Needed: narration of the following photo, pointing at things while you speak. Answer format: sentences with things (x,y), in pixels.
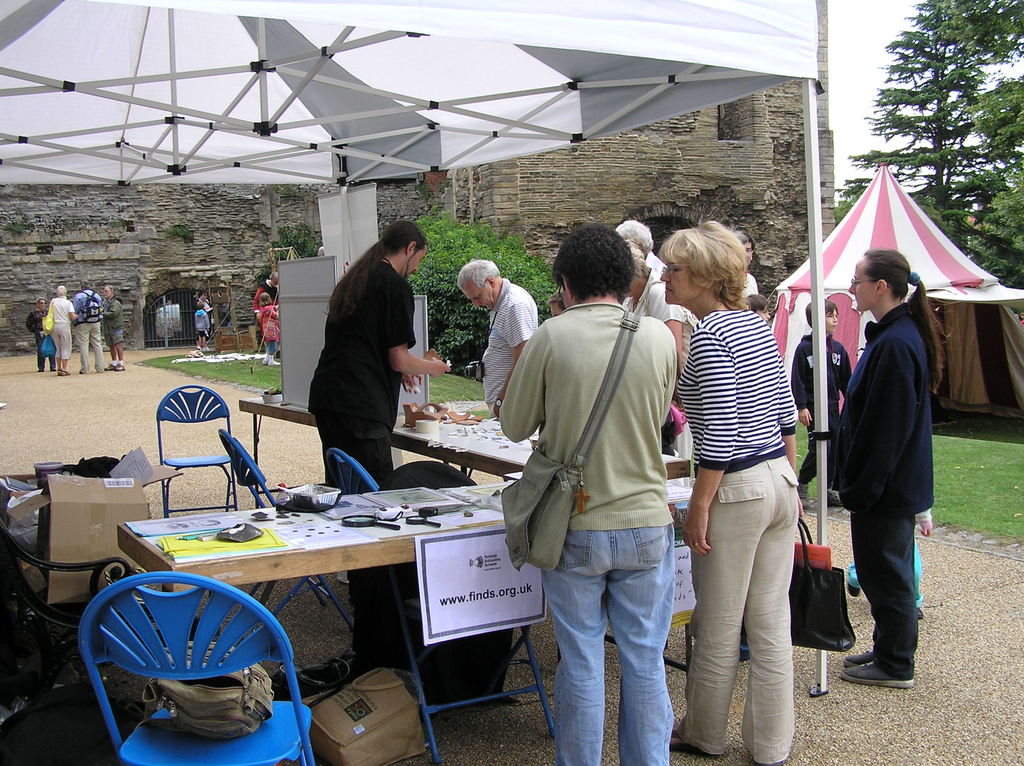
in the picture we can see a people (615,467) standing near the table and chairs (155,741), a man (356,355) is explaining something to a people (546,423). In the background (951,223) we can see a historical building (81,208) a plants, trees (965,218), and a tent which is pink and white in color.
